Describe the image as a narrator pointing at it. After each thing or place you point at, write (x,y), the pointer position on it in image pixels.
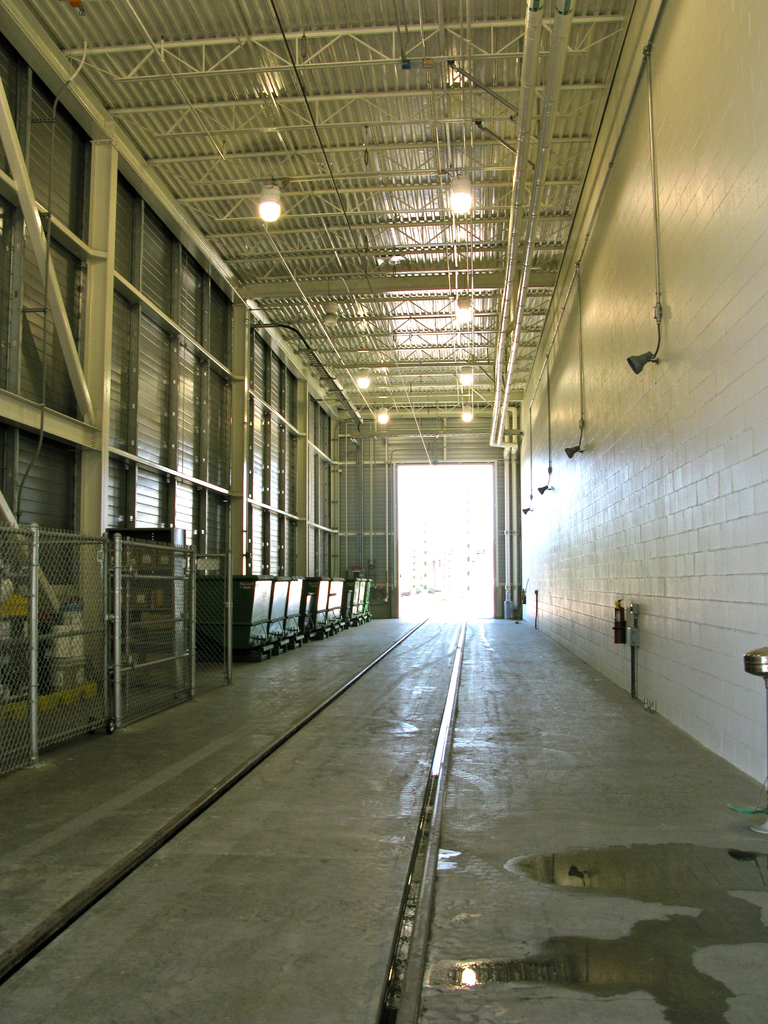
In this picture there is a track (422,884) and there are few poles (522,280) and lights (453,205) above it and there are some other objects (180,579) in the left corner (137,548).
